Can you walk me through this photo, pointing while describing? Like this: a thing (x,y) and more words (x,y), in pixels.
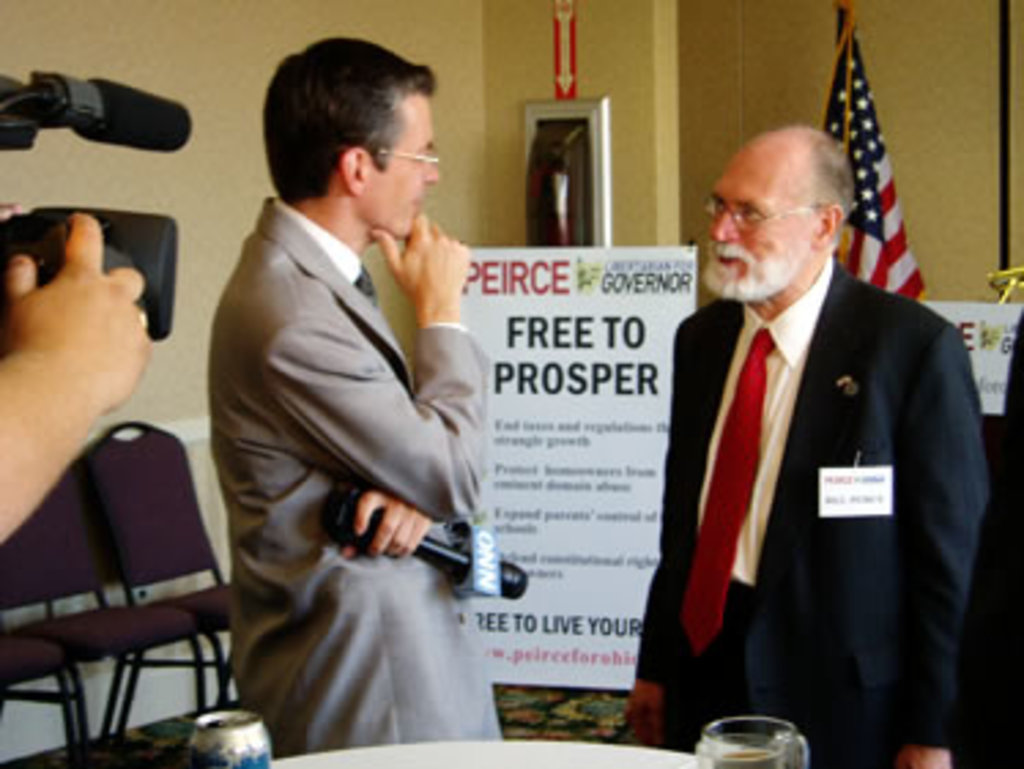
There are two persons (341,461) standing and talking to each other. This look like a table (563,758) with some objects (214,717) on it. Here I can find some empty chairs (153,582). This is a banner (571,504) placed at the background (566,443). This looks like a flag (878,213). At the left corner of the image (109,399) I can see a person hand (65,353) holding a video recorder (38,223).
